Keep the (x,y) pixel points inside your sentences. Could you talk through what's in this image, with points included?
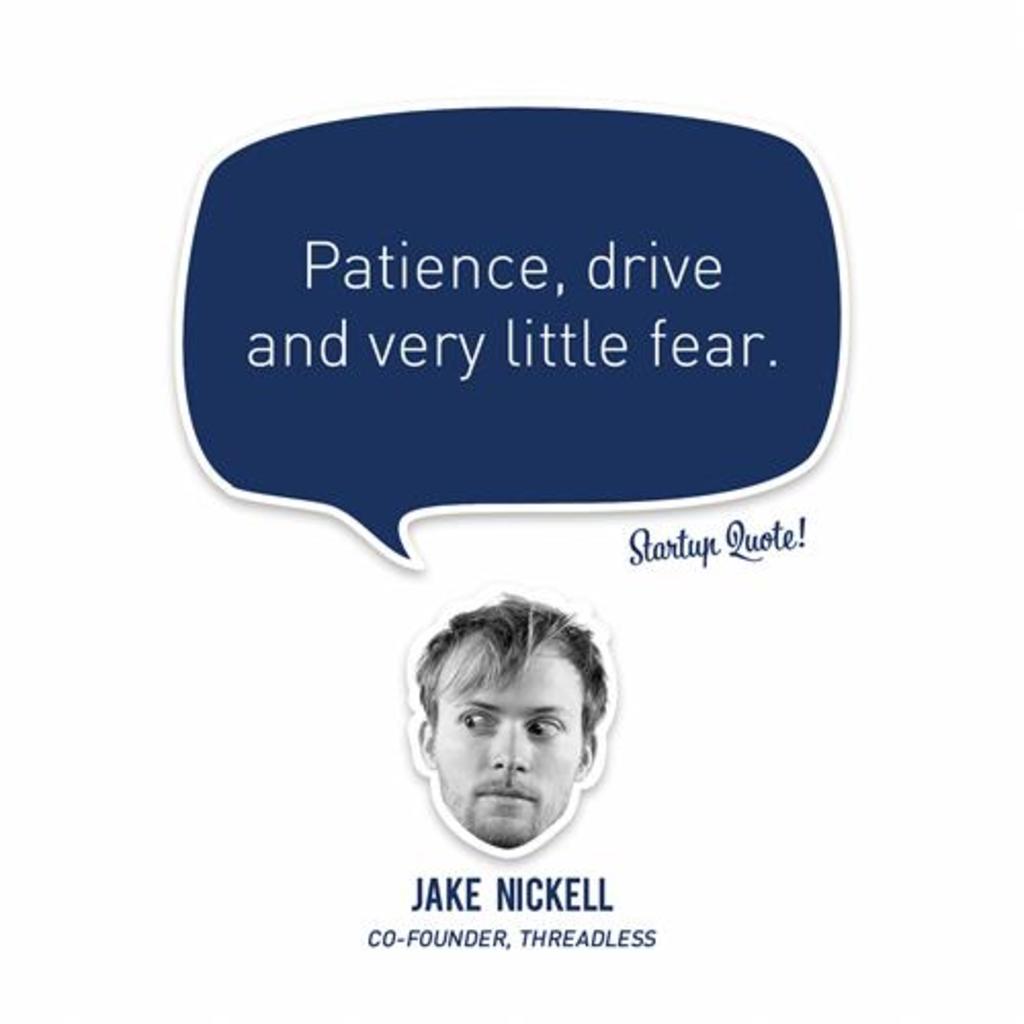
In the middle of the picture (466,636), we see the face (556,723) of a man (549,777). I think it is a sticker (457,770). At the bottom of the picture (627,938), we see some text (600,927) written in blue color. At the top of the picture (512,212), we see a blue color rectangular box (558,420) in blue color and we see some text (696,350) written in white color. In the background (206,666), it is white in color.
